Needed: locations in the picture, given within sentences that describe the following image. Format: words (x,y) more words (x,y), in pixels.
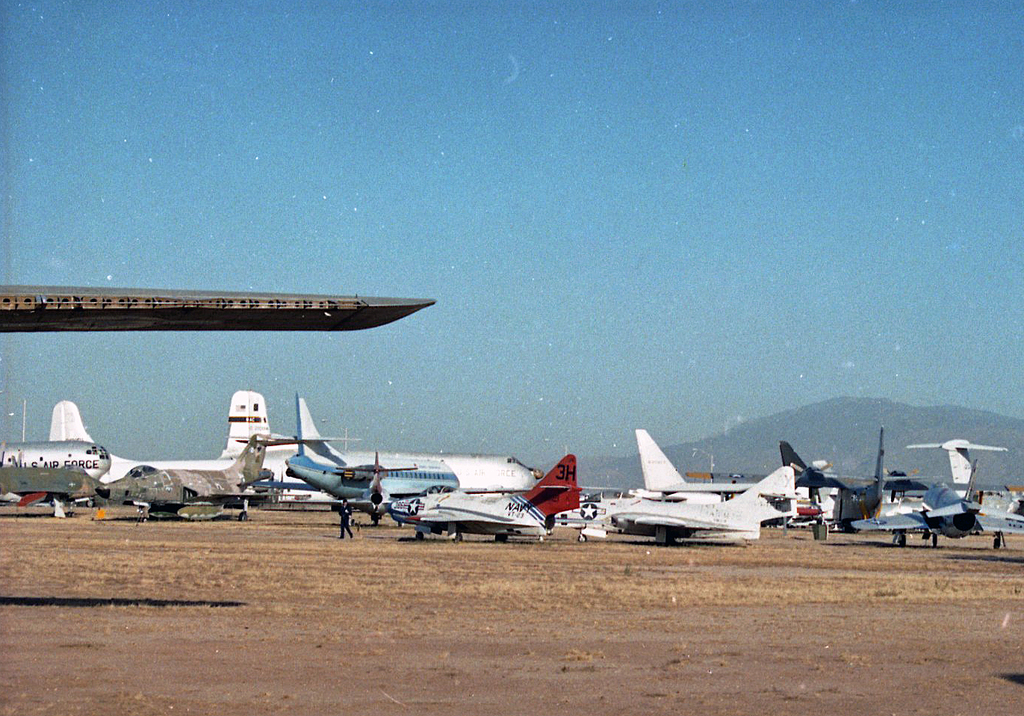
In this picture there are aeroplanes (34,456) at the bottom side of the image (691,516) and there is sky (701,300) at the top side of the image (374,112).
